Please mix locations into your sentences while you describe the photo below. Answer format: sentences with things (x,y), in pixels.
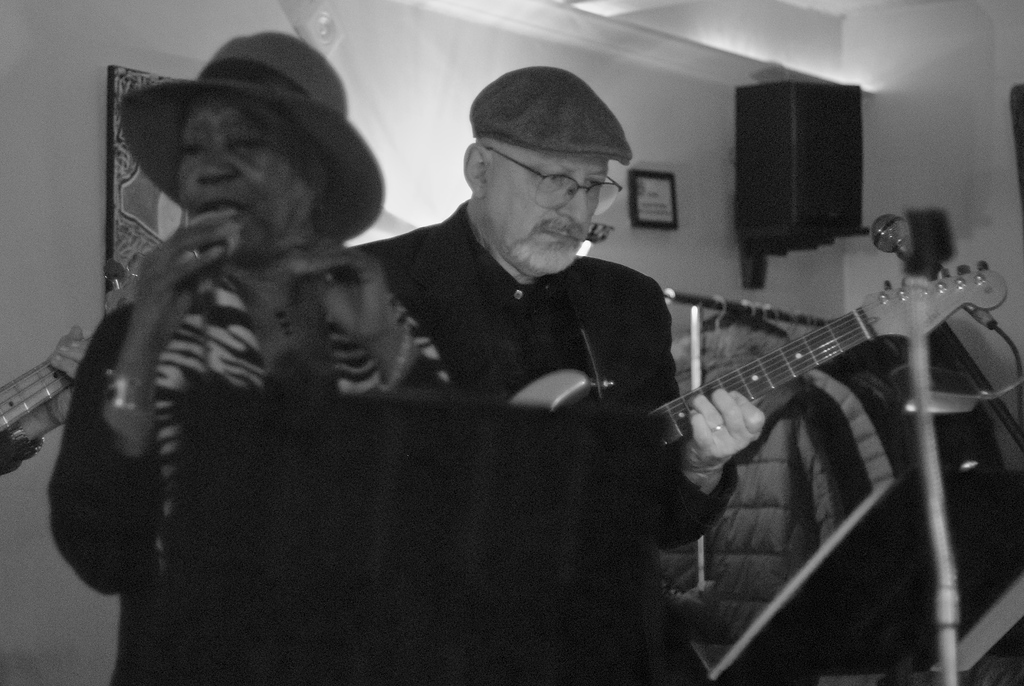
In this image I can see a woman (361,261) and a men (670,318) are standing. I can see he is holding a guitar (1000,299) and wearing a specs (548,184) and a cap (545,135). In the background (111,92) I can see a mic (944,255), few frames (138,223) on this wall (685,181) and a speaker (822,177). I can also see a hand (47,418) of a person (20,450) is holding guitar (35,396) and here I can see few jackets (820,483).
